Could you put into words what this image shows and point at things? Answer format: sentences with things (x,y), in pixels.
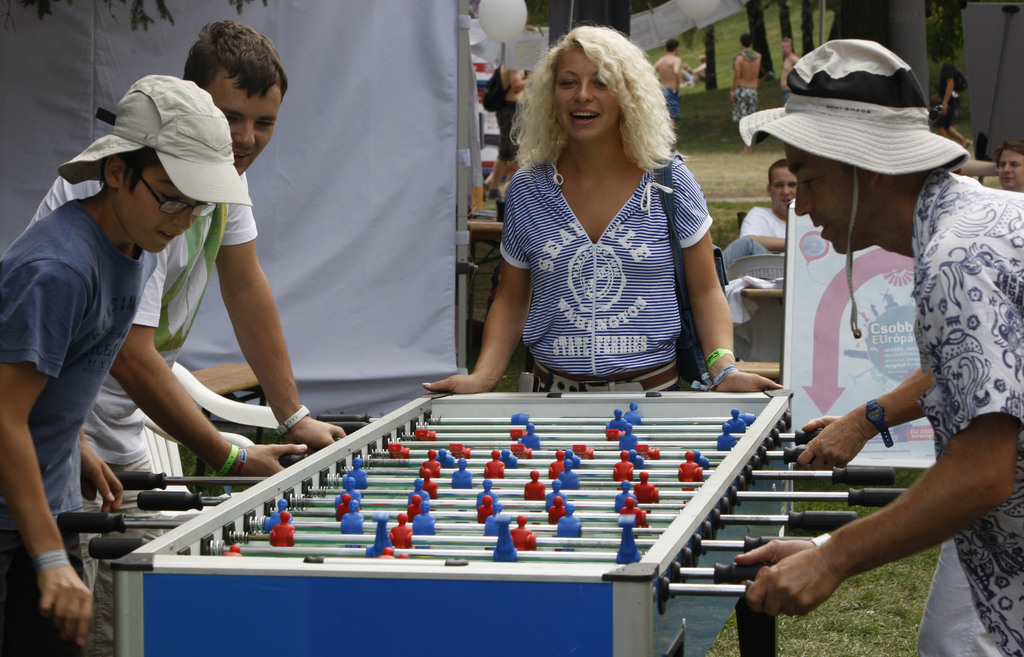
In this picture we can observe four members (197,108) standing around the table (496,580) on which we can observe a game (445,515). Two of them were wearing hats (861,116) on their heads (142,165) and playing this indoor game (496,469). We can observe a woman (540,223) wearing blue color shirt (571,284). In the background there are some people (737,77) sitting and standing. On the left side (322,146) we can observe white color cloth (387,142).
